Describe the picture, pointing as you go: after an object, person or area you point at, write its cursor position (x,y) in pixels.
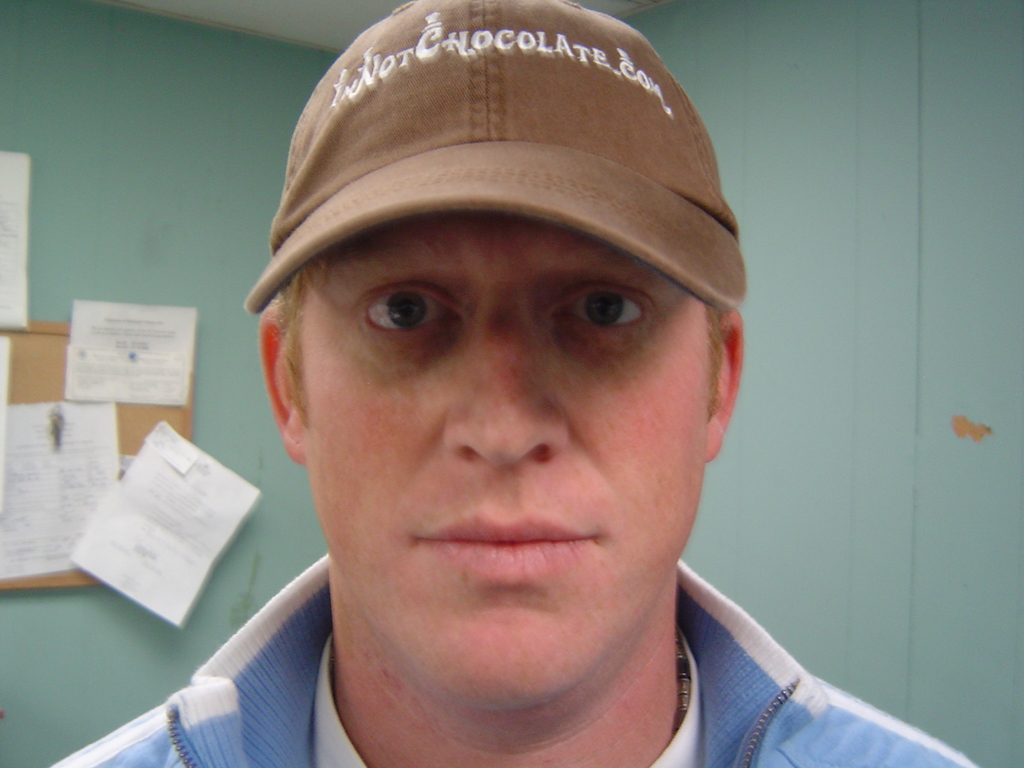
In this image we can see a person (497,314) wearing a cap (516,147), behind him we can see the walls (32,315), and some pamphlets (48,468) on a wooden board (68,337).
